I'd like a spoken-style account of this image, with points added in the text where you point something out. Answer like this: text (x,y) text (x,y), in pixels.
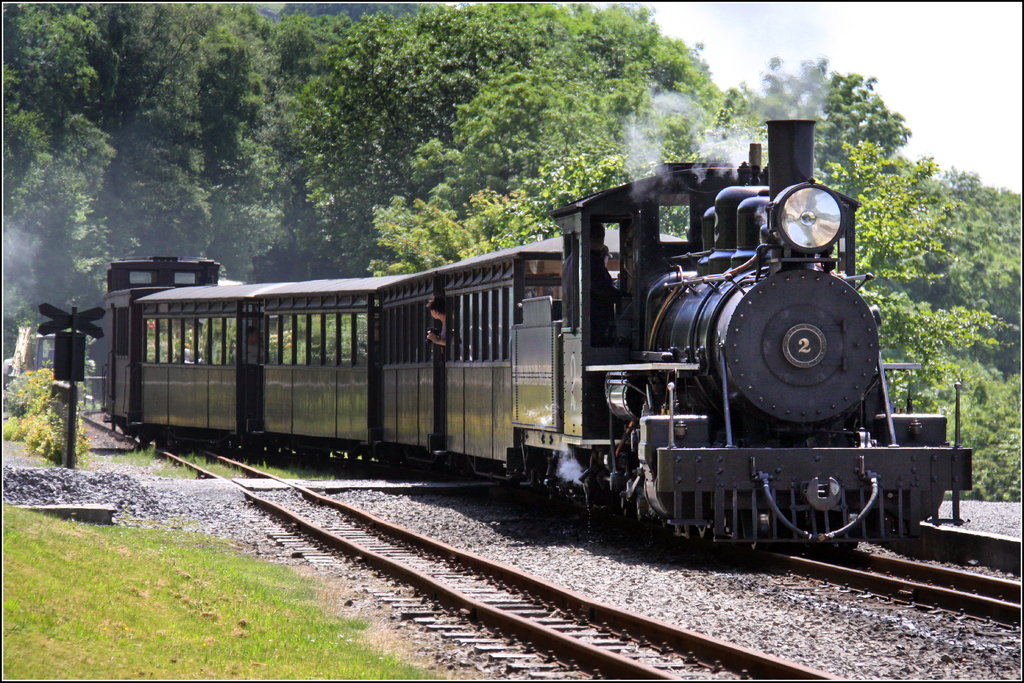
This picture is clicked outside. In the foreground (114,599) we can see the green grass (335,644) and we can see the gravel (922,618) and the railway tracks (967,579). In the center (573,352) there is a train (502,366) seems to be running on the railway track (967,569) and we can see a person (439,319) seems to be standing in the train (459,377). On the left (70,373) we can see the plants (39,411) and some objects (65,408). In the background (673,94) we can see the sky (925,98), trees (938,206) and plants (974,376) and we can see the number (810,346) on the train (796,324).
